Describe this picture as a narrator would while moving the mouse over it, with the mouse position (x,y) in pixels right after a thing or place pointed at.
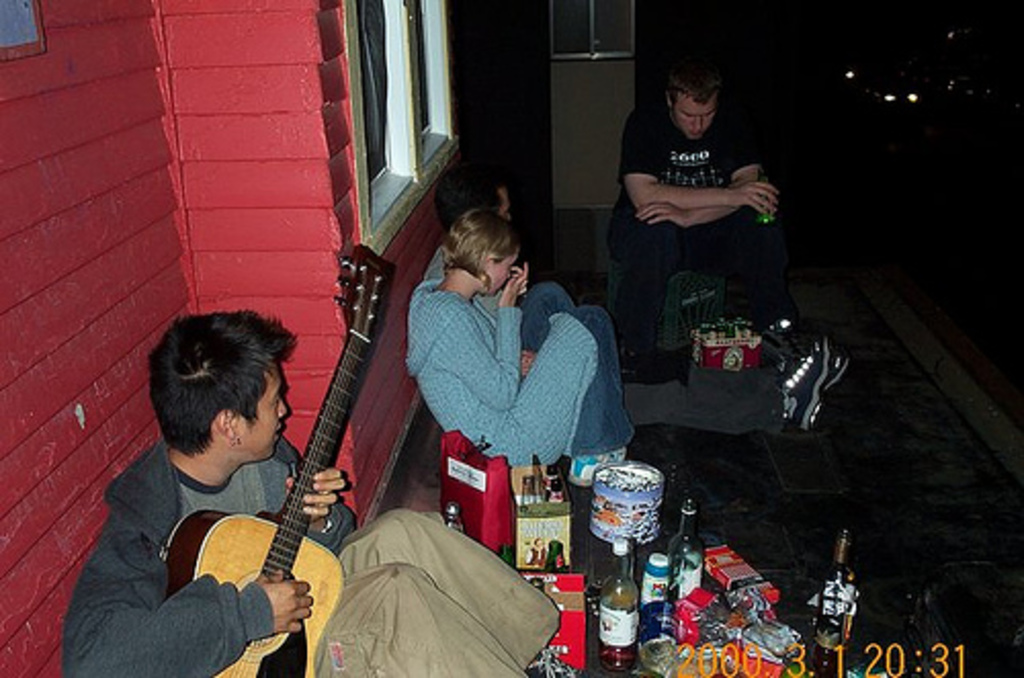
This is very dark. We can see windows (404,103) here. This is a wall (167,308). We can see persons (717,251) sitting. Near to them we can see bottles (616,622) and red colour bags (503,499) and a container (627,530). We can see this man (317,503) sitting and playing guitar (337,433).
